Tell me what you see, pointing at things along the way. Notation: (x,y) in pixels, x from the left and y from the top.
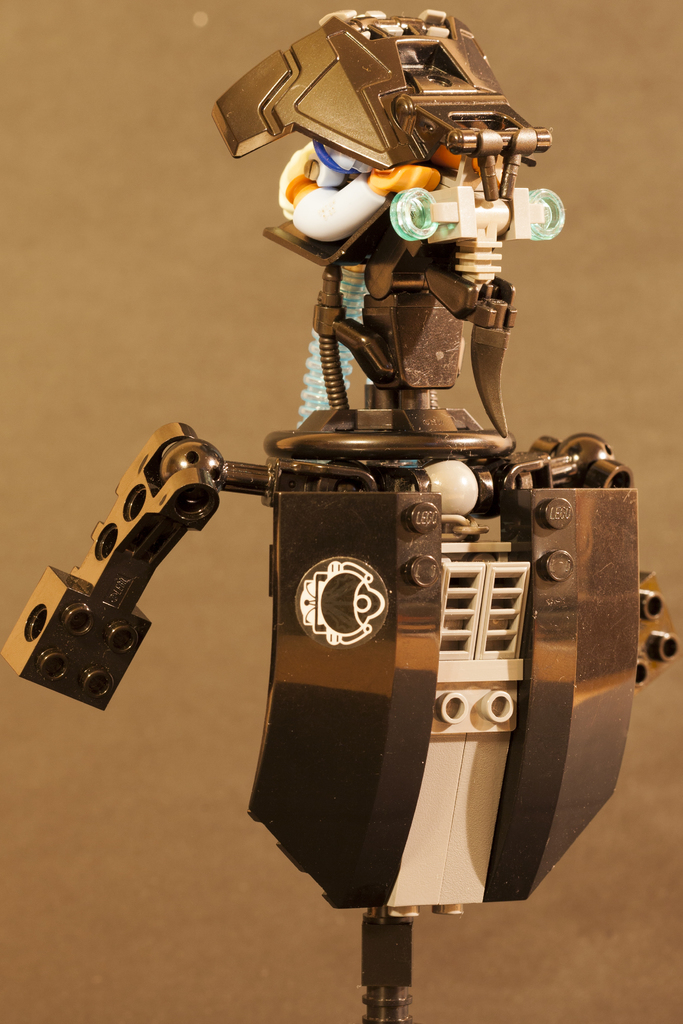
In this image we can see the robot (399,431) and light brownish color background (223,353) is there.
